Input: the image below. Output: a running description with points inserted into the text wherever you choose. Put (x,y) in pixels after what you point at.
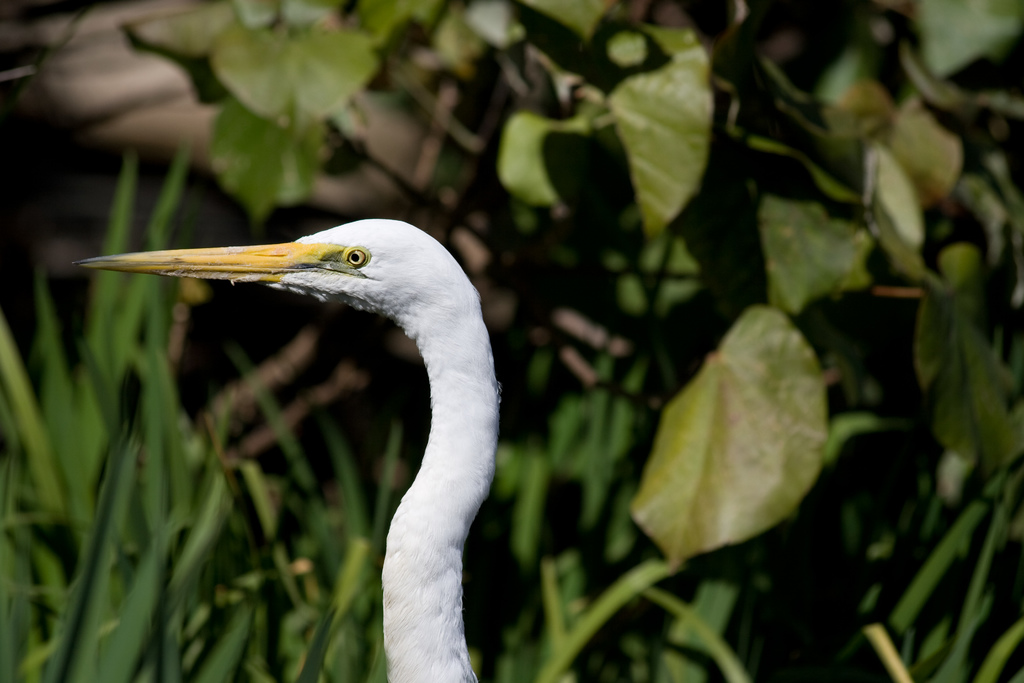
In this picture we can see a bird (465,315), in the background (392,443) we can find few plants (593,360).
